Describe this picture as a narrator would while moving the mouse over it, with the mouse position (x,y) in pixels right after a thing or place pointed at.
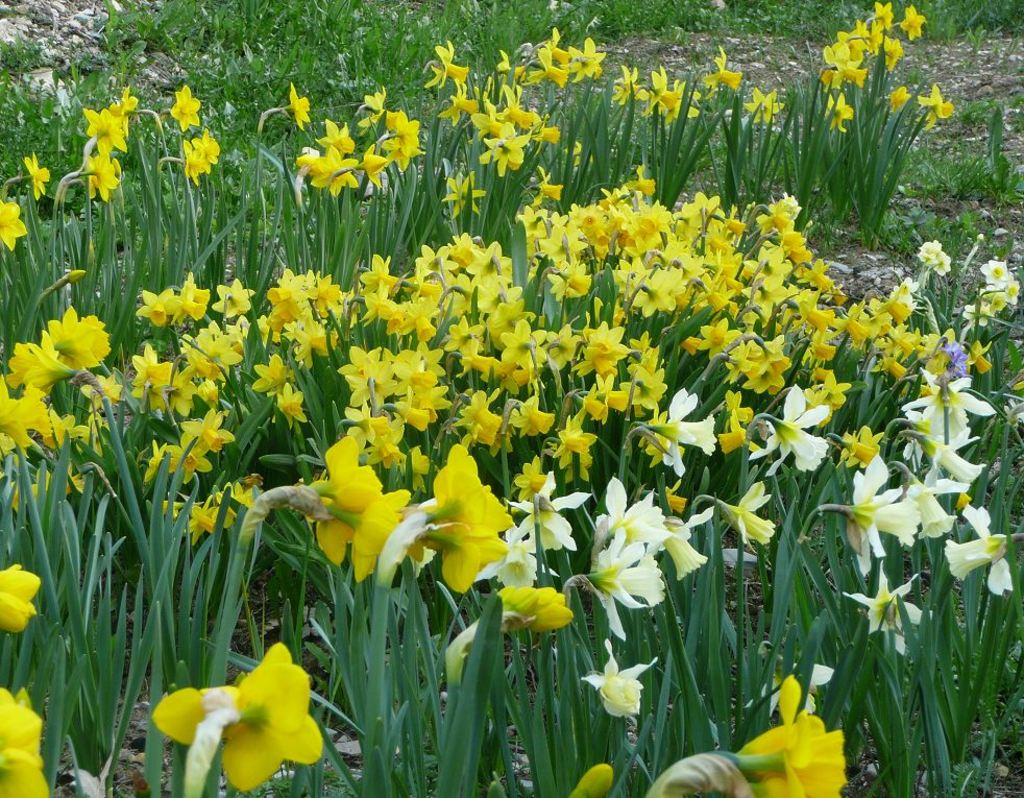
In this image I can see few plants (292,245) which are green in color and to them I can see few flowers (190,313) which are yellow and cream in color. In the background (303,24) I can see some grass (267,48) on the ground (358,18).
